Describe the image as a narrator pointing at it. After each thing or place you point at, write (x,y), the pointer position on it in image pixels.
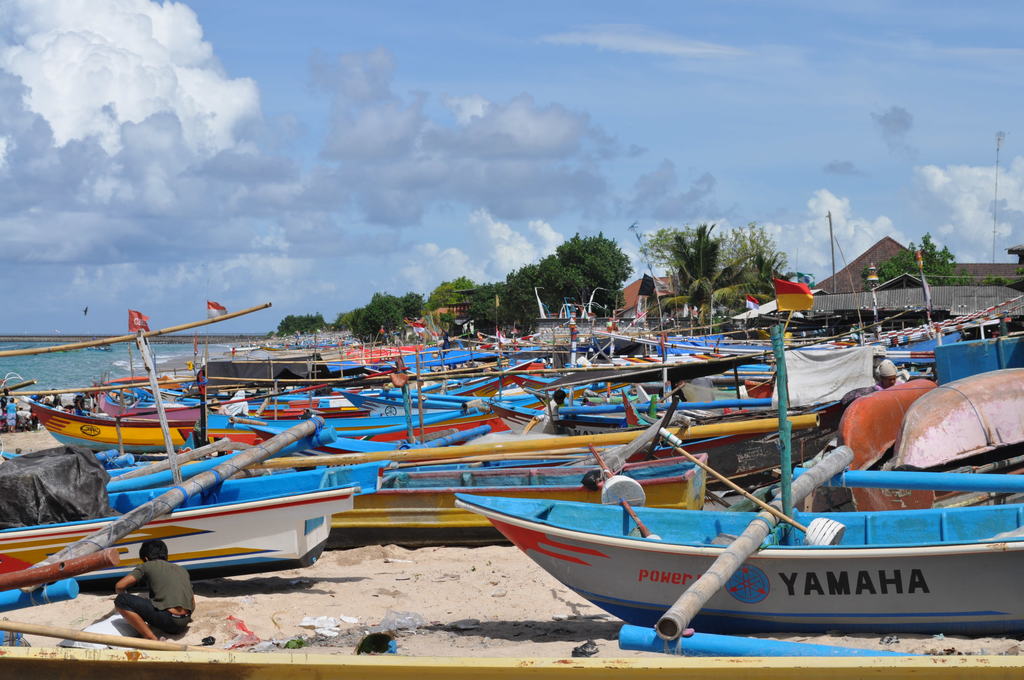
In this image I can see the ocean (7,391) on the left side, in front of the ocean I can see boats (198,426), tents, trees (656,260), wooden sticks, persons (15,405) visible between boats (966,360), at the top (436,125) there is the sky (567,152) visible.
